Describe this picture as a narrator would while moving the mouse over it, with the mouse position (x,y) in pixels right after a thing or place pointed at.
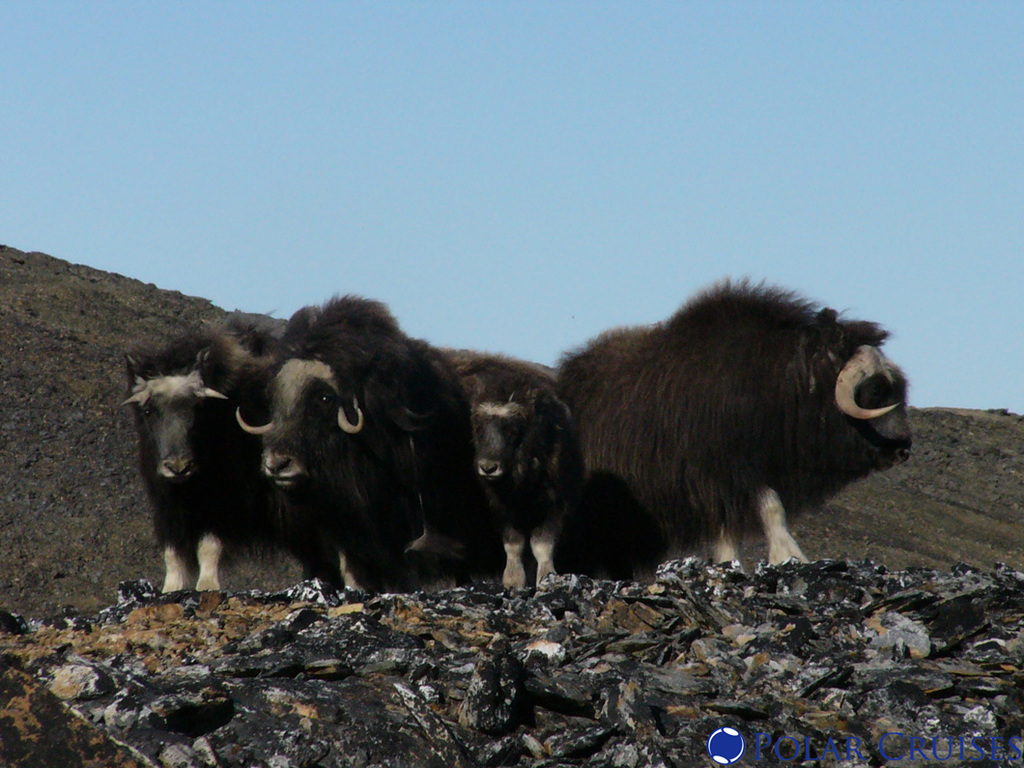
We can see animals (320,384) on the surface (540,767). In the background (158,307) we can see hill (883,491) and sky (627,178). In the bottom right side of the image (779,750) we can see text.
